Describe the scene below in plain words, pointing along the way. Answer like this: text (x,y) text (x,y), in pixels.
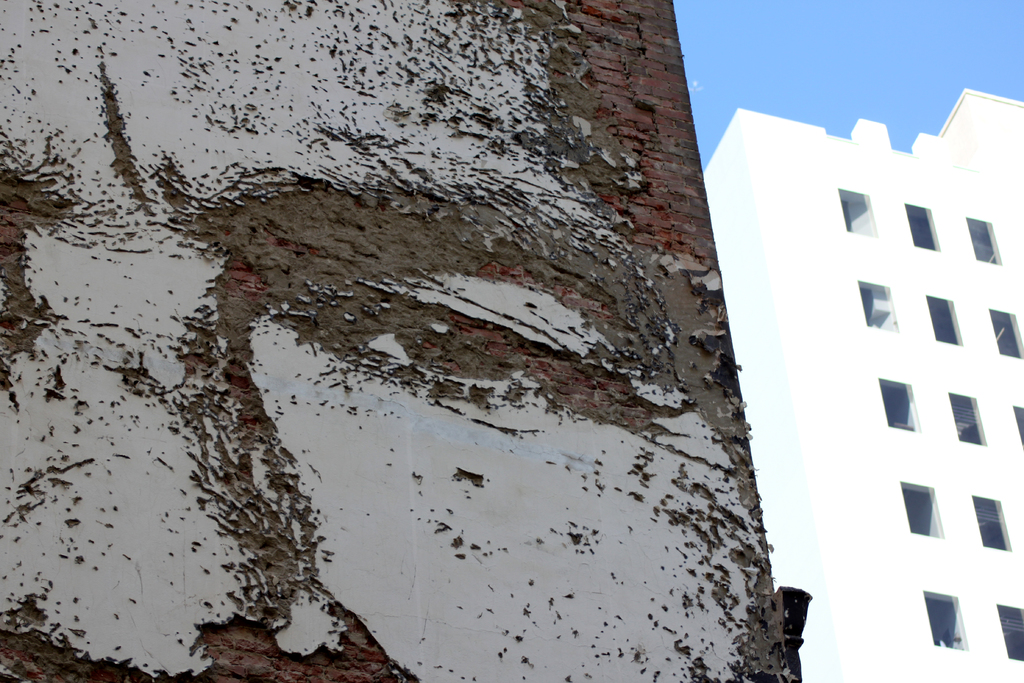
Here we can see buildings (781,327). This is wall (469,346) and there is sky (912,69).
